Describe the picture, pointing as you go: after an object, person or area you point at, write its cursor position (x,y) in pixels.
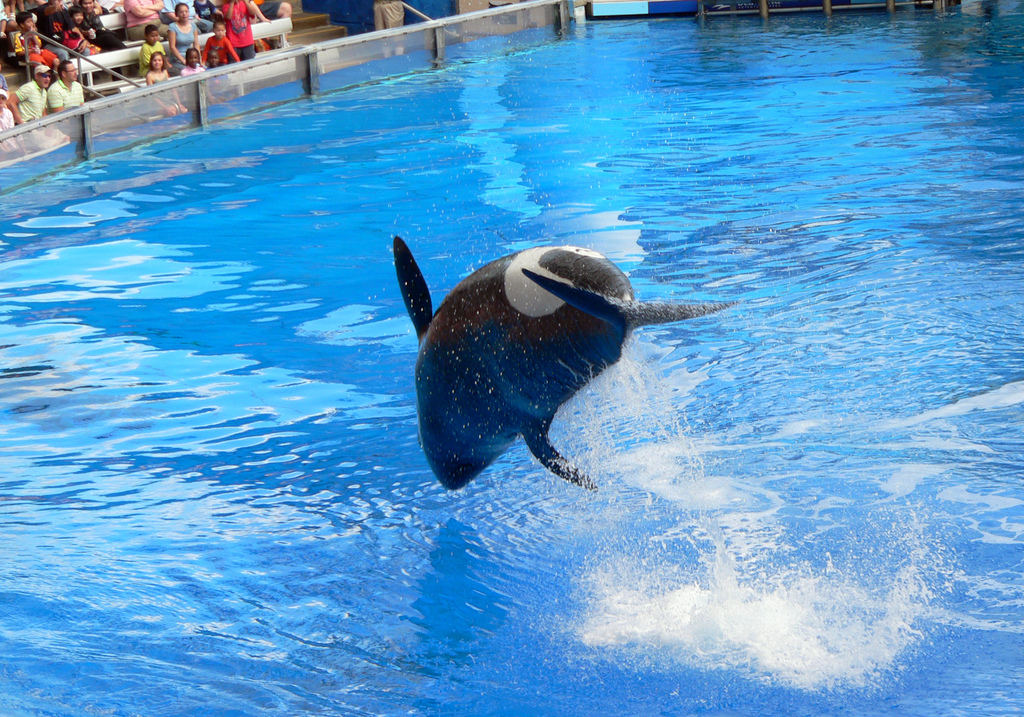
In this image I can see water (437,237) and black colour dolphin (500,385). In the background (29,17) I can see number of people (58,35) are sitting.
